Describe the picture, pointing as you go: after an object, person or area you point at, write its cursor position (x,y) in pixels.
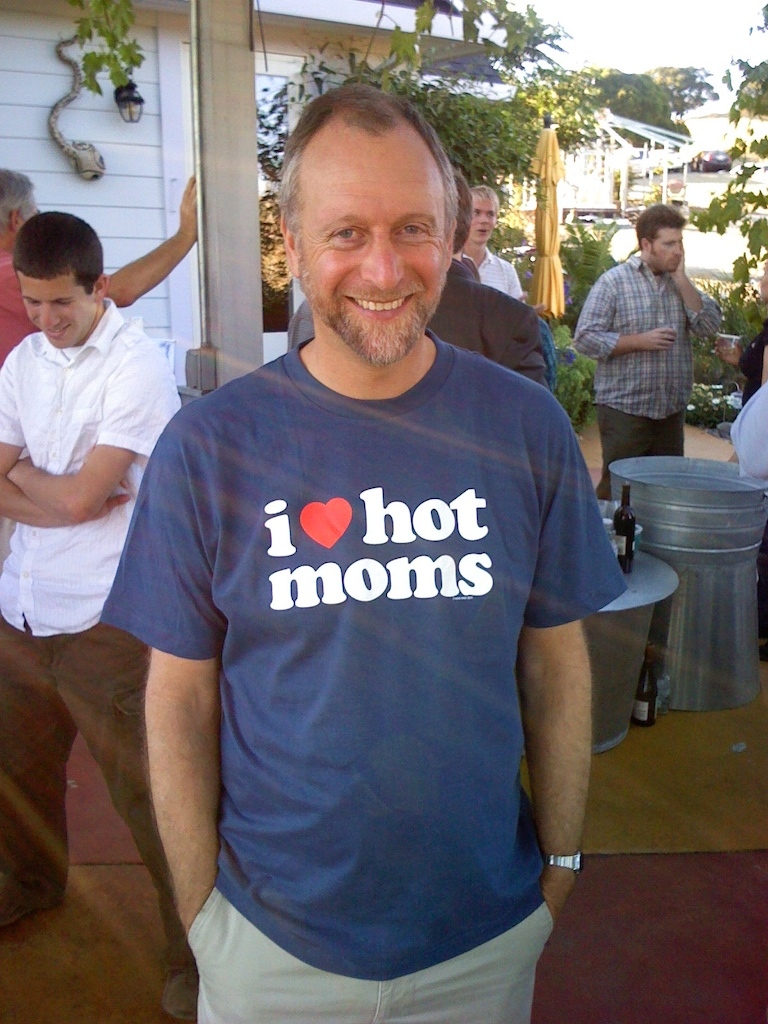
Here I can see a man (293,511) wearing a t-shirt (302,733), standing, smiling and giving pose for the picture. At the back of this man (335,305) few more men (130,300) are standing. On the right side (701,562) there are few objects (633,602) and bottles (645,696) are placed on the ground (679,747). In the background (519,111) there are few houses (599,120), trees (636,116), plants (604,256) and also I can see a car (704,163) on the road (701,179). At the top of the image (653,26) I can see the sky (636,24).
